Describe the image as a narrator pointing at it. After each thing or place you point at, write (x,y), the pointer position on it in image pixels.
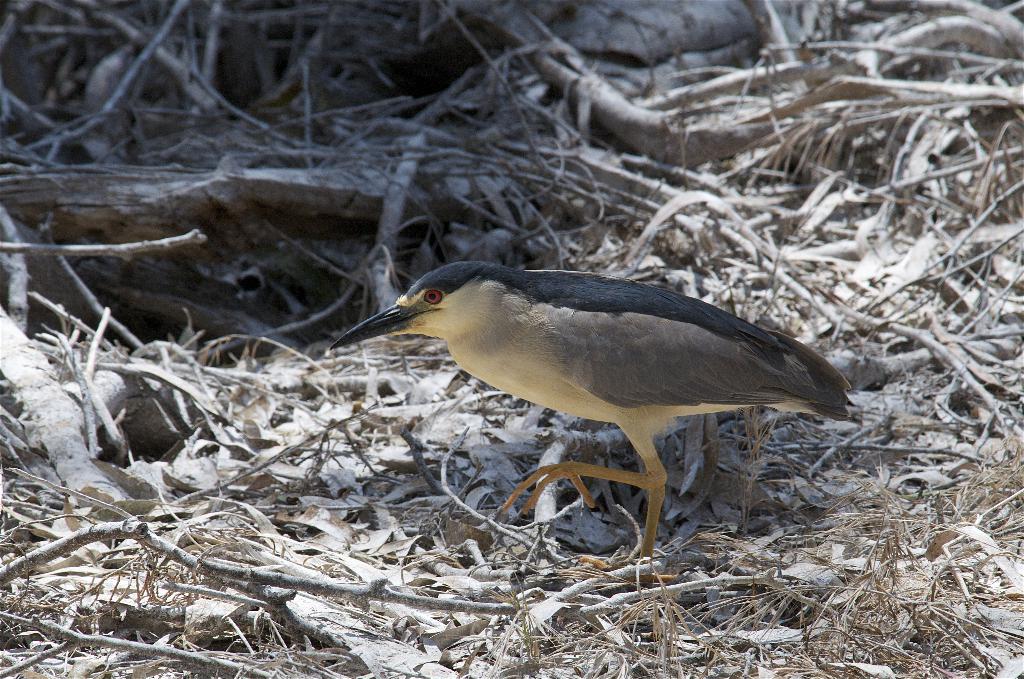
There is a bird (536,353) walking on the ground (321,469). On the ground (297,515) there are sticks (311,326) and dried leaves (669,238).
